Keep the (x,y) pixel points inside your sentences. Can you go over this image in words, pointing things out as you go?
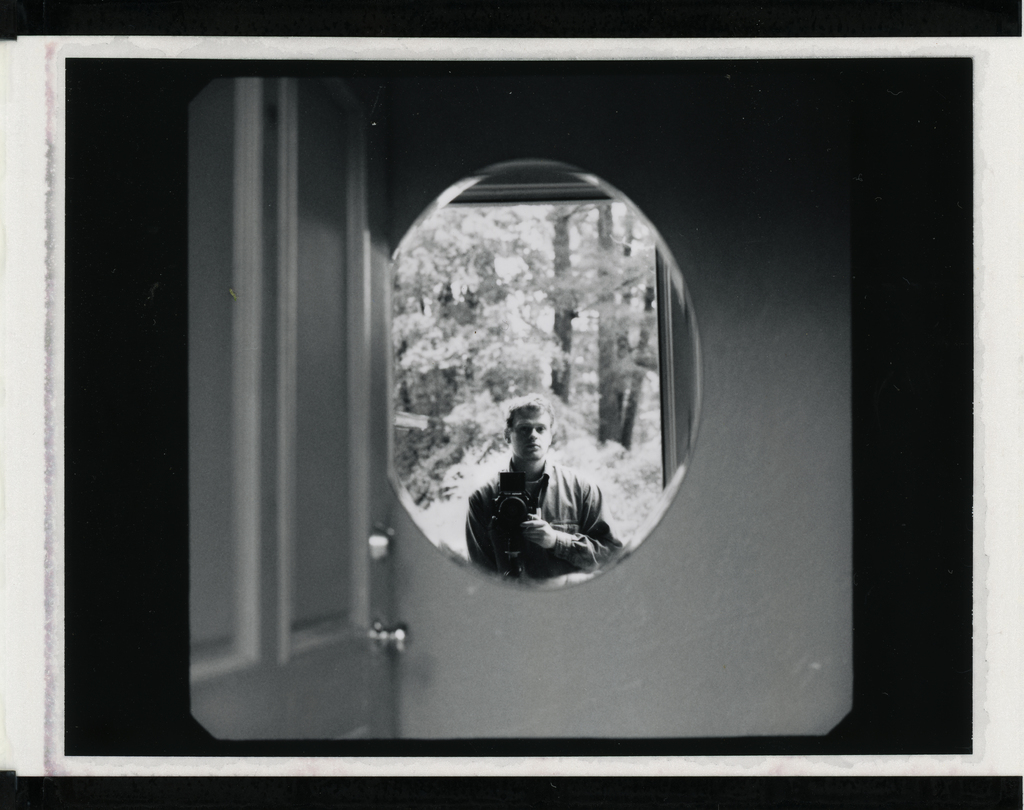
In this image we can see the reflection (545,469) of the person (542,471) and trees (532,352) on the mirror (510,439) hanging on the wall (764,345), beside the mirror (438,522) there is a door (321,473).
